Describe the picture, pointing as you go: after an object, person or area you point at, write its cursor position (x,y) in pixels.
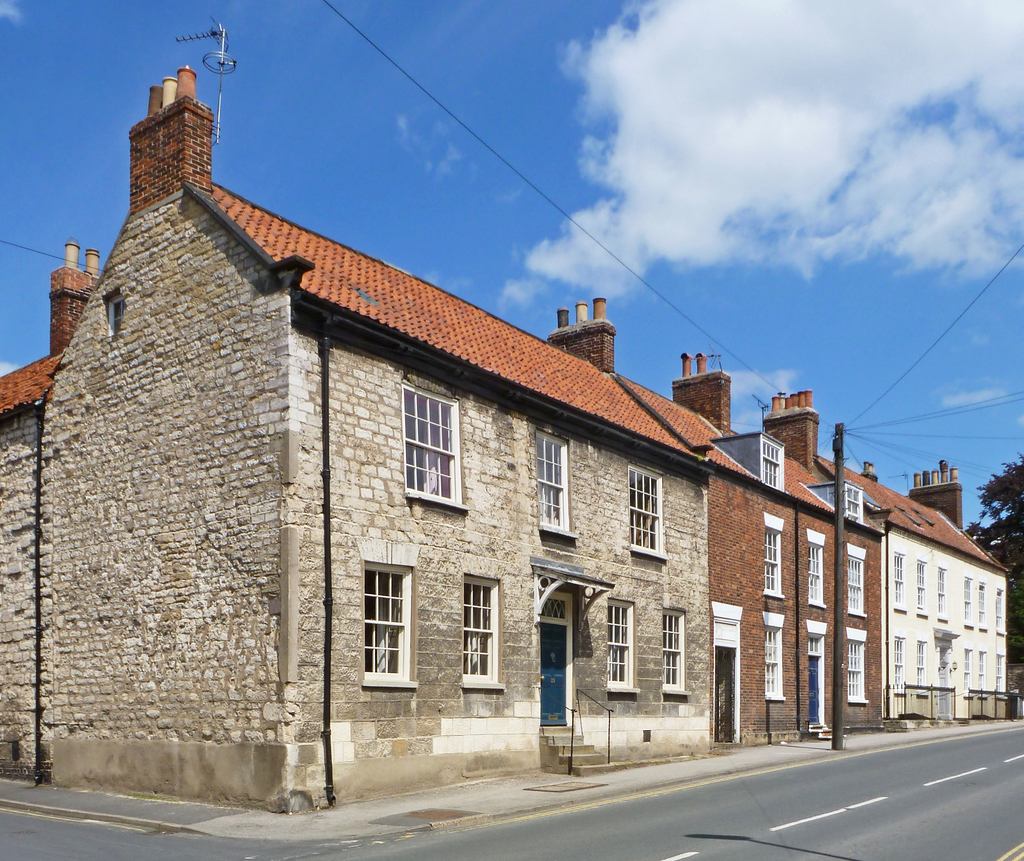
In this image I can see few buildings (523,504), windows (780,680), doors (550,632), few stairs (599,766), pole (839,463), wires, road (849,808) and trees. The sky (622,154) is in blue and white color.
